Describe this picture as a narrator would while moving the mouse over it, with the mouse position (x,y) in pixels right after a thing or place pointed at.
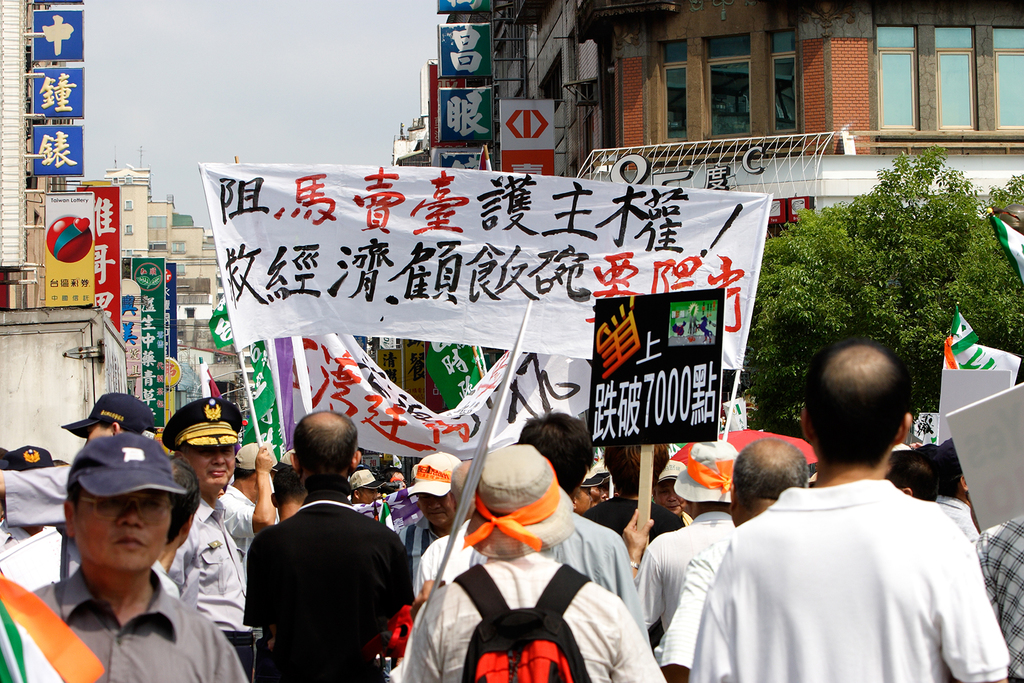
In the picture I can see people (815,494) walking on the road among them few are holding banners (456,453) and placards (719,381) in their hands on which we can see some text (519,378) is written. In the background (835,318), I can see trees (802,276), buildings (27,302), boards (82,198) and plain sky (292,52).
